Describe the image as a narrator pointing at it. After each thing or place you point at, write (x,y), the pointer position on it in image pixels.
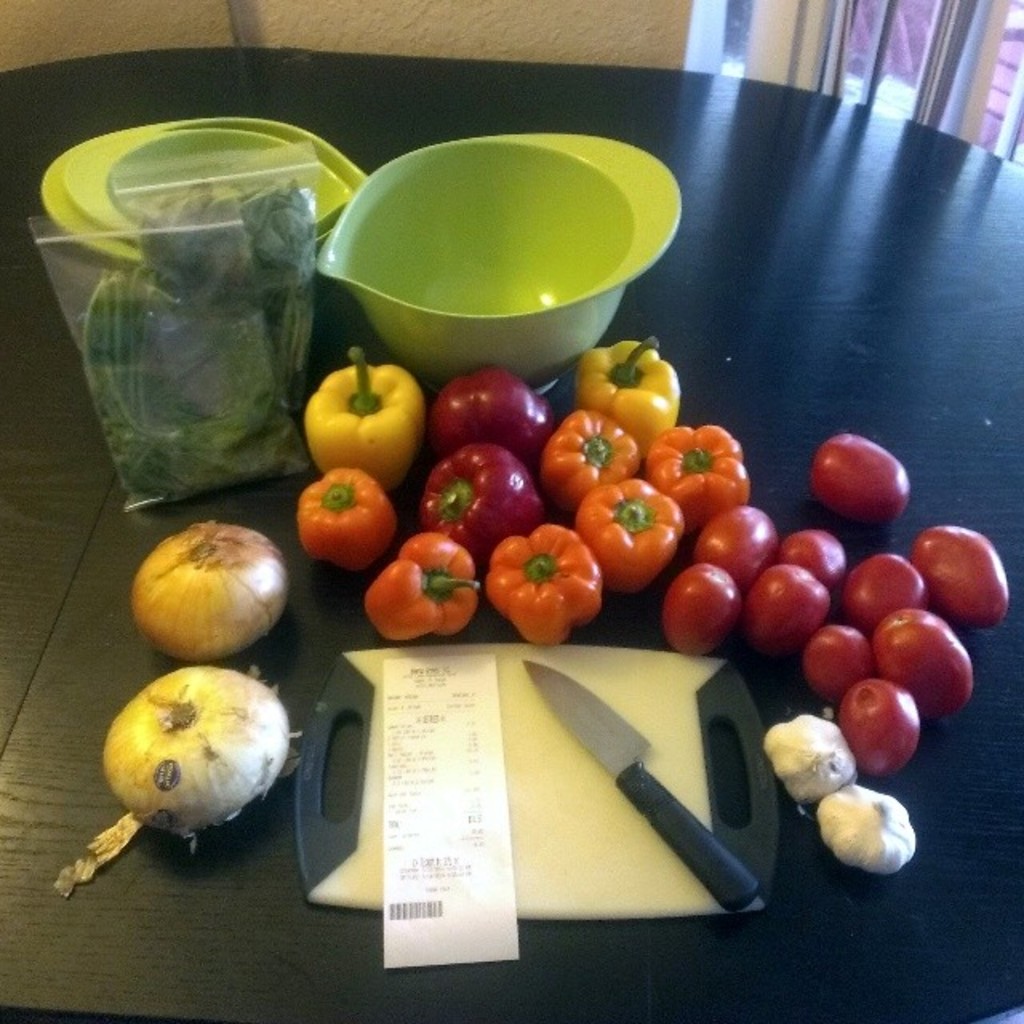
In this image we can see some vegetables (648,450) and there is a knife (733,861), bowls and some other objects (499,655) on the table (814,239) and there is a paper (433,948) with some text (435,764) and it looks like a bill (442,753).
